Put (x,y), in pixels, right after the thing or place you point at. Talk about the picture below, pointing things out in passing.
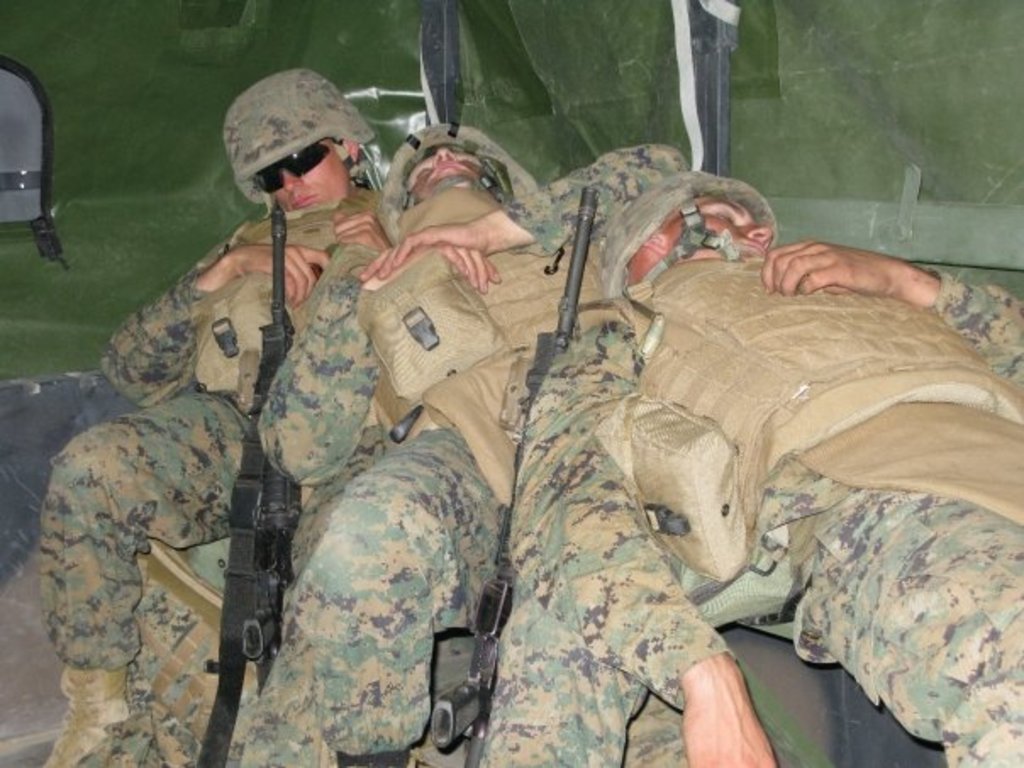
In the image there are three men (443,299) with uniform (874,597), brown jackets (876,350) and helmets (265,97) on their heads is sleeping. And also there are two black color guns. And in the background (814,85) there is a green tent (733,127).
